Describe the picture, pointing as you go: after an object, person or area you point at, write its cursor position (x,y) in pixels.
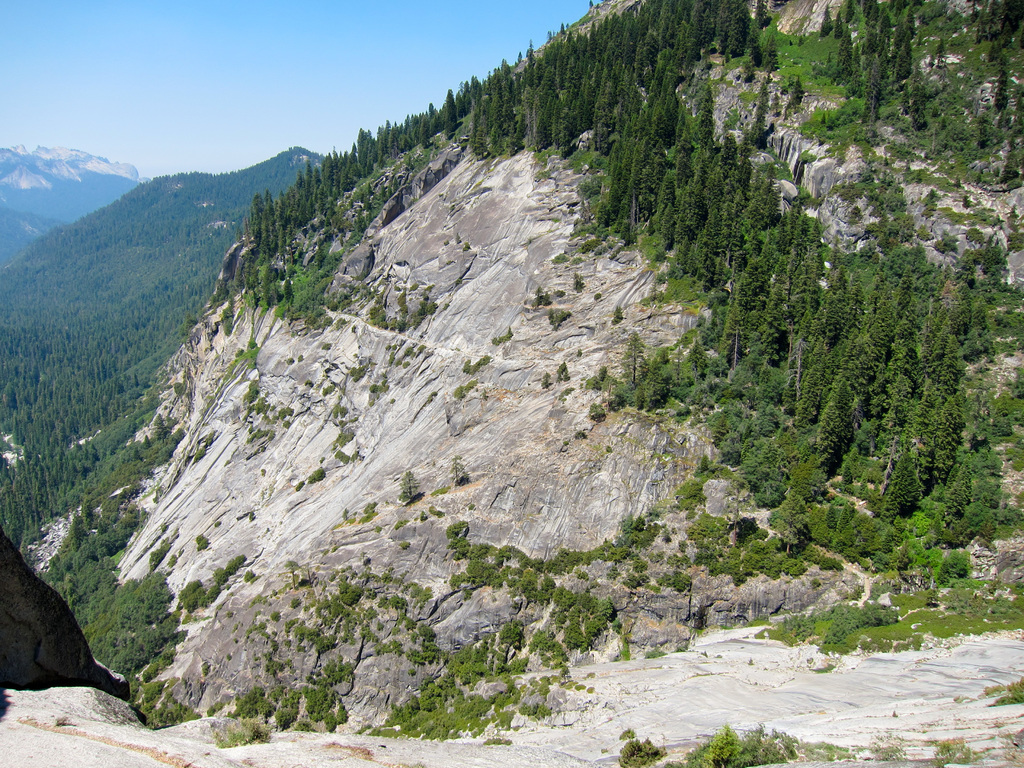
In this image, we can see so many trees (602,406), plants (762,480), rocks (1007,339). Background (94,214) we can see hills (200,239) and clear sky (218,121).
